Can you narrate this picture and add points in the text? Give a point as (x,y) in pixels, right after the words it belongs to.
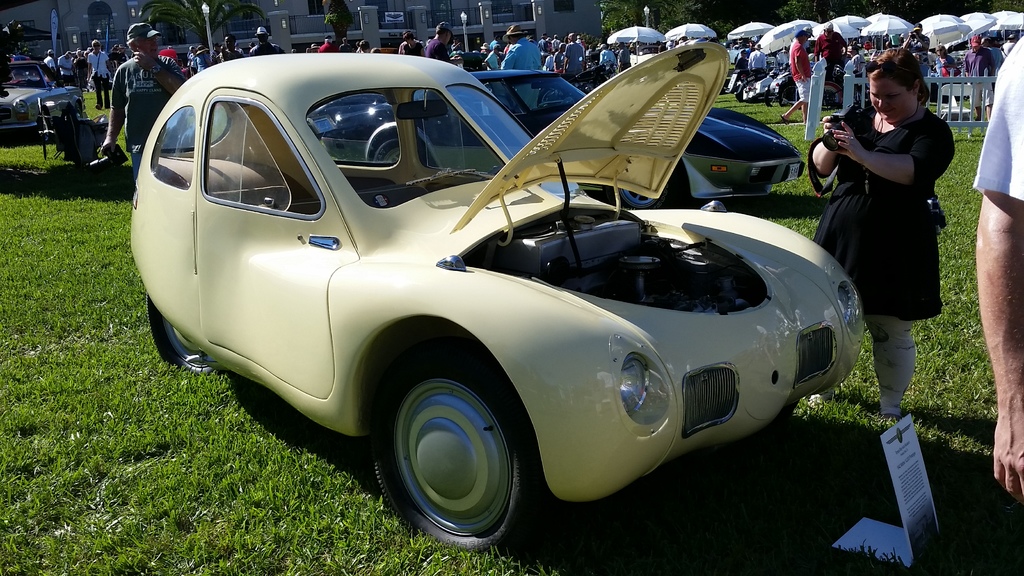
In this image we can see a car (409,317) which is placed on the ground (377,520) and a board (907,510) in front of it. We can also see a man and a woman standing beside the car (275,66). In that the woman (917,256) is holding a camera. On the backside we can see a group of people (265,50) standing and some vehicles (529,124) placed on the grass field (965,425). We can also see a fence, some outdoor umbrellas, street lamps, trees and a building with windows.
